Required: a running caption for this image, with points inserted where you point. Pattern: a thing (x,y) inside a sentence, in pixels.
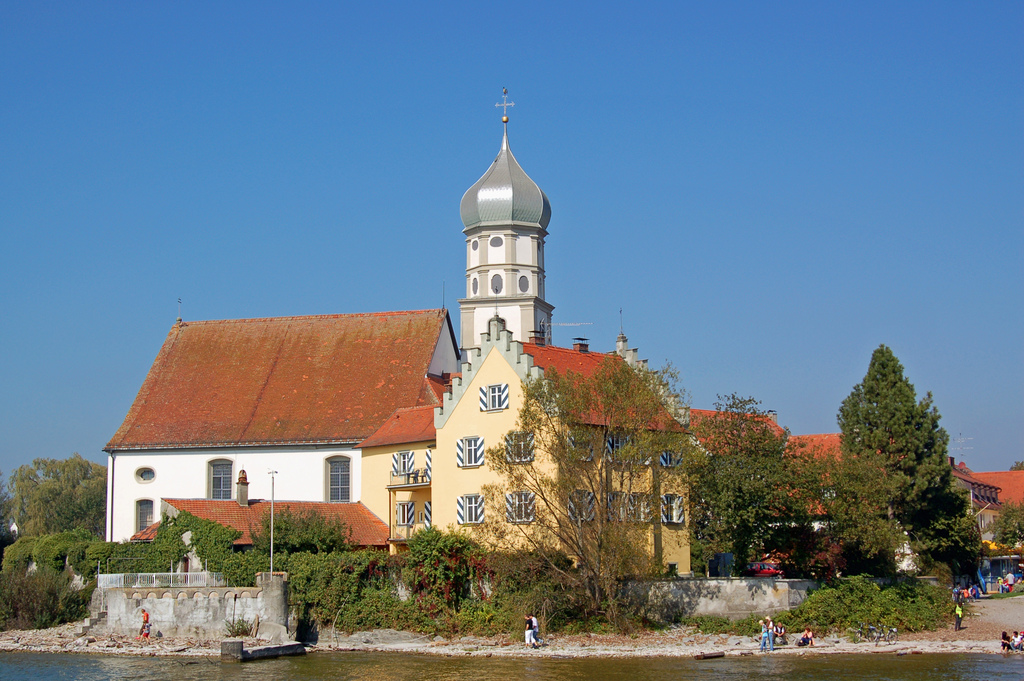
Here at the bottom (385,668) we can see water (849,660) and there are few people (1008,644) at the water (976,672). In the background (511,530) there are trees (927,537), buildings (348,383), windows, poles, a bicycle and sky (130,287).
